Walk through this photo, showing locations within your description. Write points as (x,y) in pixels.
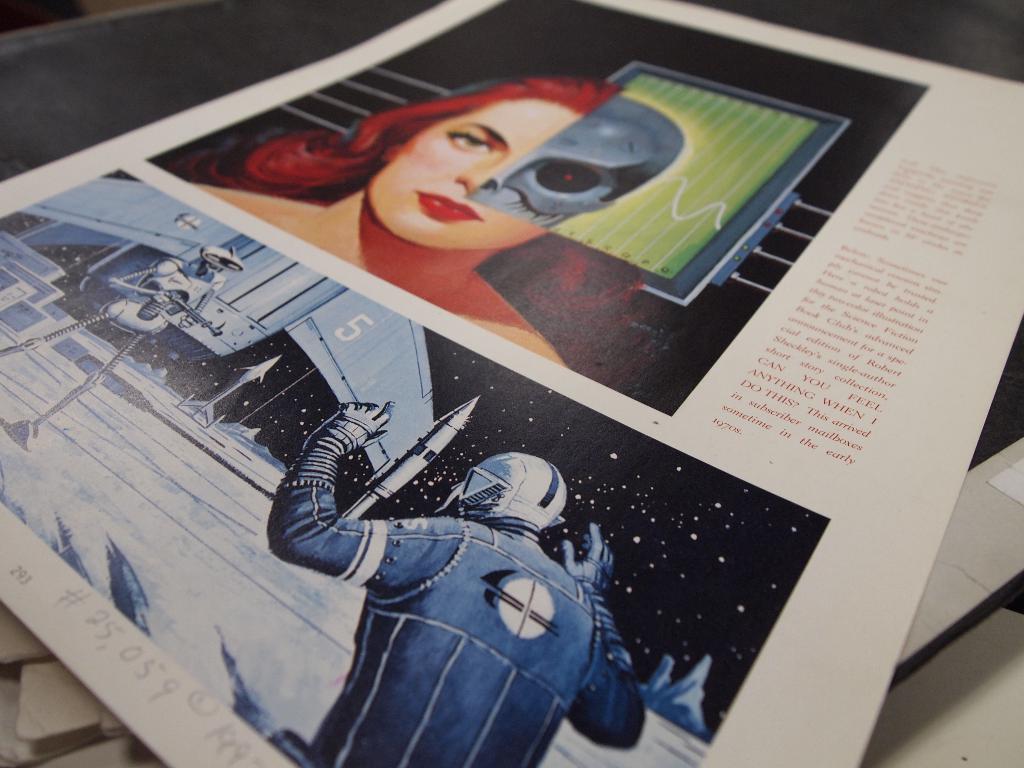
In this picture we can see paper (861,289) on the table (322,52). In the paper (543,78) we can see robot woman (437,179), person (516,608), rocket (372,391), space (312,394), stars (590,506) and ground (240,595). On the left (162,281) there is a robot (152,290) who is holding a gun (181,296).
